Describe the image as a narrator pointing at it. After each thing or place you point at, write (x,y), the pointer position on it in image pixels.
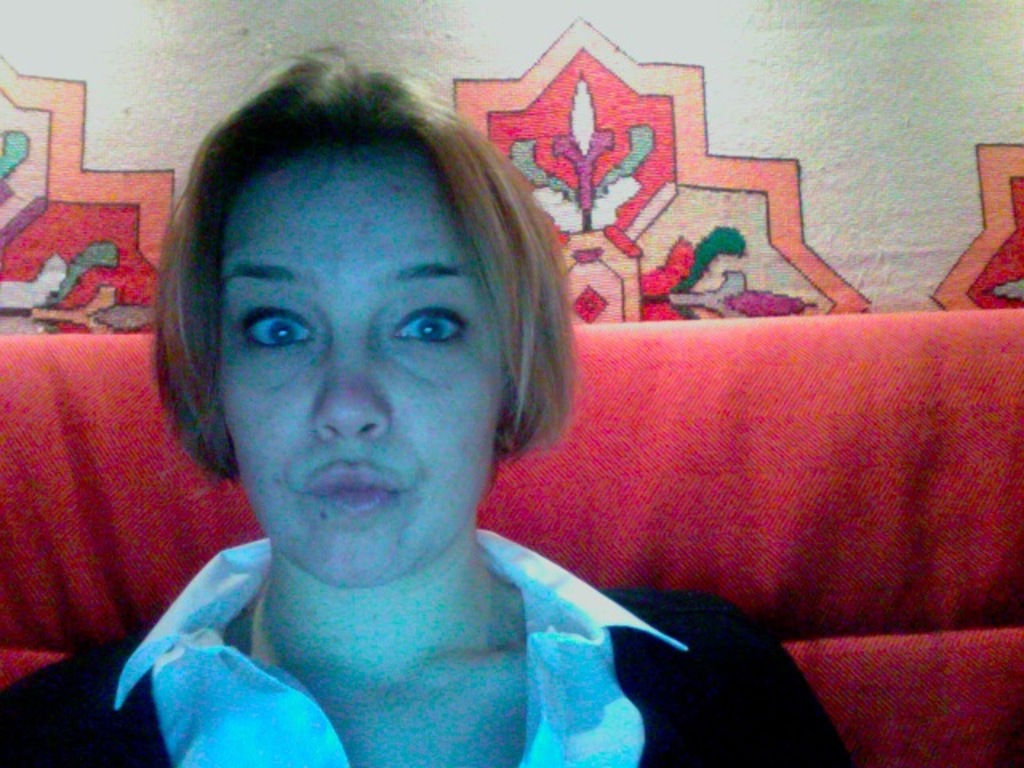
Here I can see a woman (397,681) wearing a white color shirt (261,698) and looking at the picture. She is sitting in a red color couch (814,598). In the background (778,85) there is a wall (769,98) on which I can see some paintings (657,224).
